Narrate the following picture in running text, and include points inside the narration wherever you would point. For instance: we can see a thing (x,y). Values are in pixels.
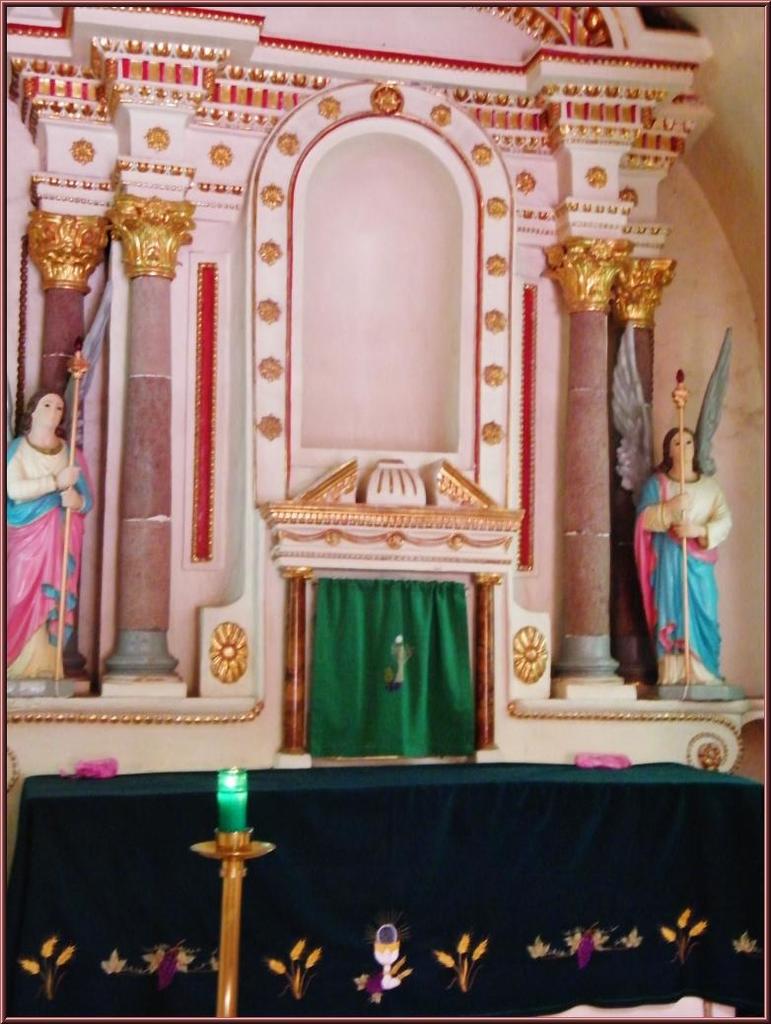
In this image there is a wall (721,284). There are sculptures (667,478) on the wall (511,484). In front of the wall (266,733) there is a table (375,797). There is a cloth (492,858) spread on the table (137,872). At the bottom (245,810) there is a candle (231,808) on the candle holder (233,872).
